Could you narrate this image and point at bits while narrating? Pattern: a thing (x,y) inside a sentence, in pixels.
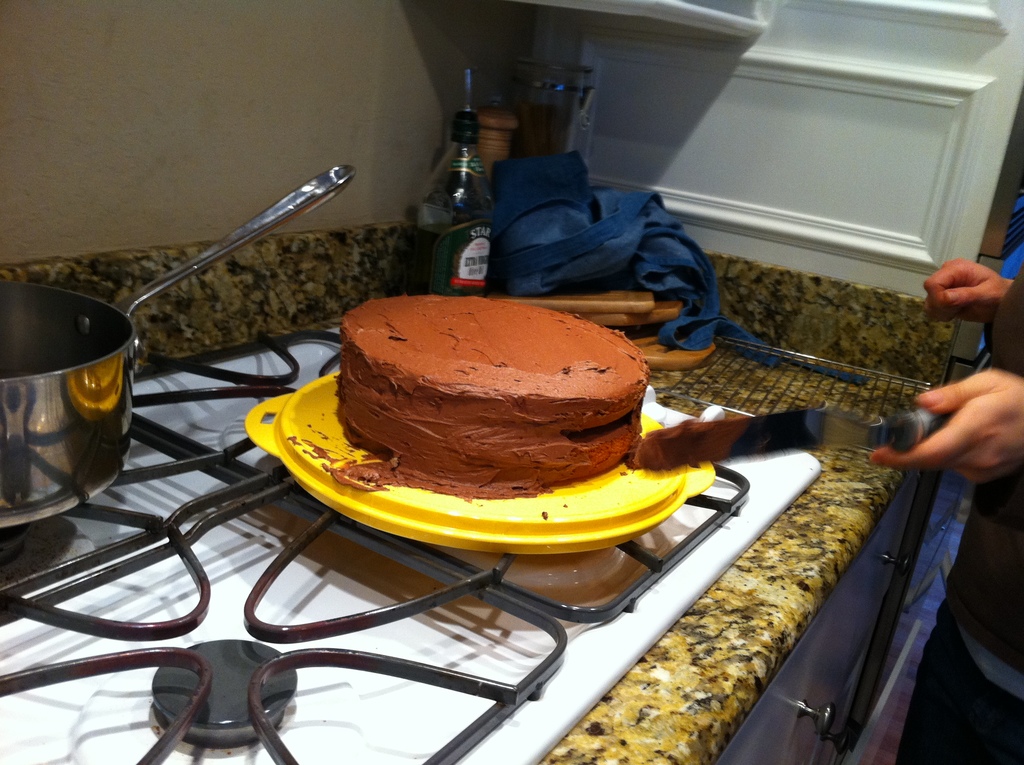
On the left side of the image (96,432) we can see a bowl (85,459) and stove (263,696). In the middle of the image (566,413) we can see cake (545,473) and a bottle (456,264). On the right side of the image (741,456) we can see a knife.
